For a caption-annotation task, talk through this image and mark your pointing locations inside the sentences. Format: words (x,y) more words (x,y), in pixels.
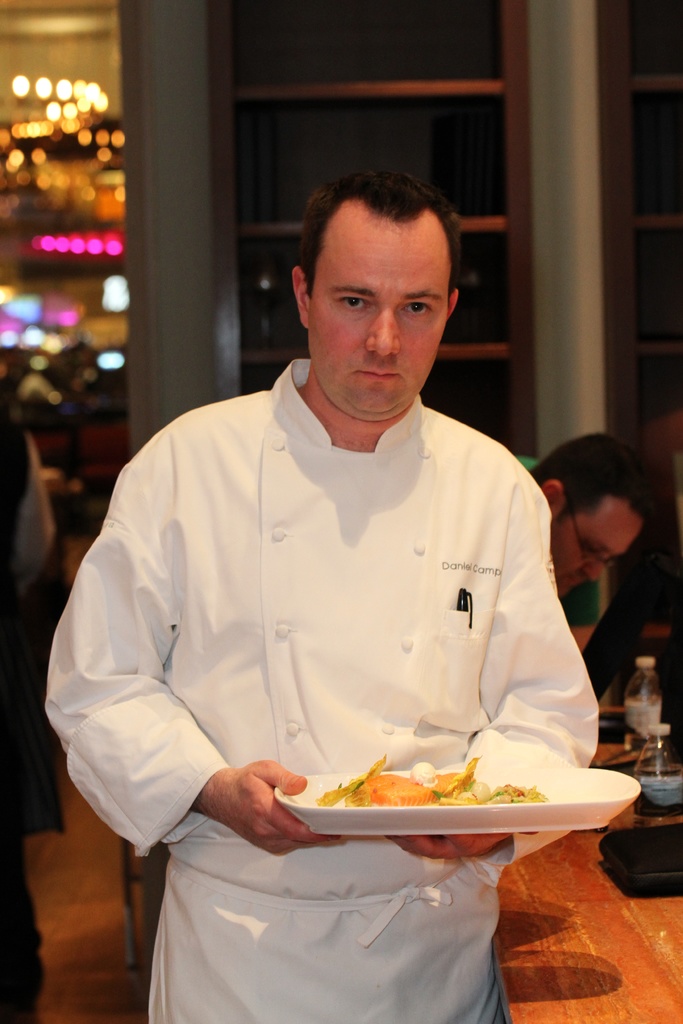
In this image we can see two persons (547,593). One person (393,428) wearing white dress (242,513) is holding a plate (516,812) containing food (391,795) in it. To the right side (673,809), we can see two bottles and a tray (676,830) has placed a table (648,822). In the background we can see some lights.
